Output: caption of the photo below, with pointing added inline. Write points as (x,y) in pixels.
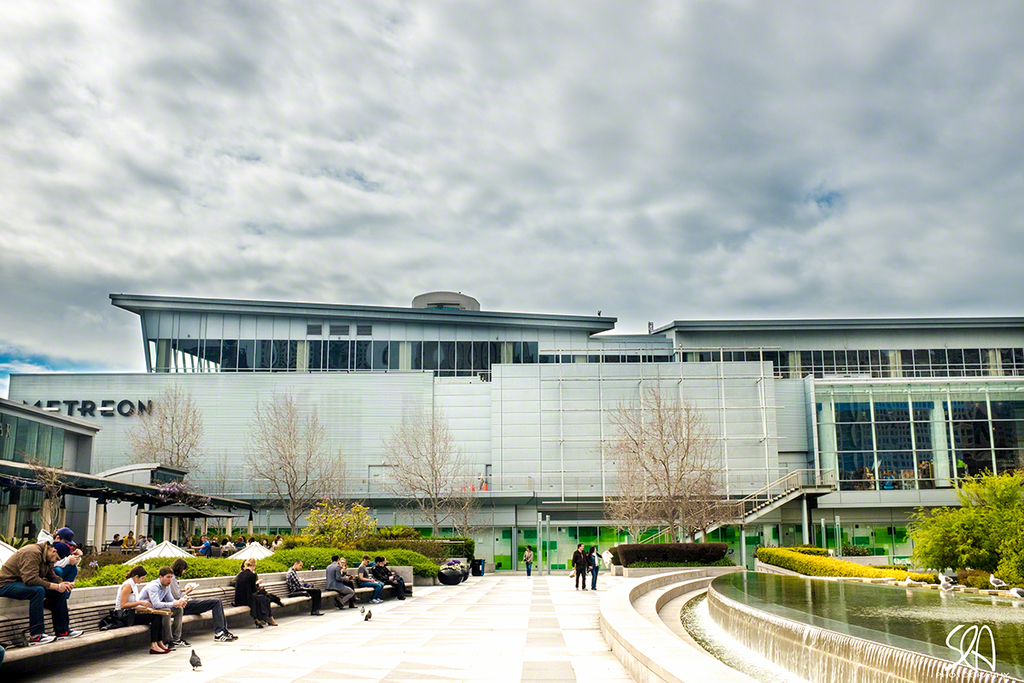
In this picture we see many people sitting on the benches (18,656) in front of a building (827,481) surrounded with a fountain (734,644), trees (663,479). Here the sky (297,159) is gloomy.
